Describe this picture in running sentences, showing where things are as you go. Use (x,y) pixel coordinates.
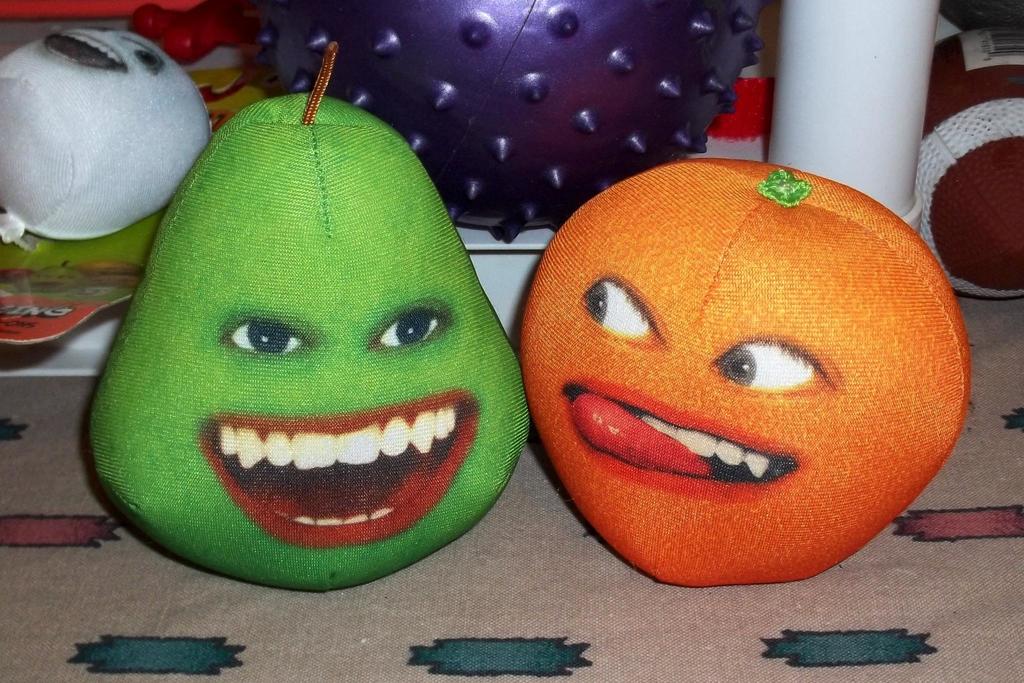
In this image we can see few toys (793,307) on the cloth (468,555).
